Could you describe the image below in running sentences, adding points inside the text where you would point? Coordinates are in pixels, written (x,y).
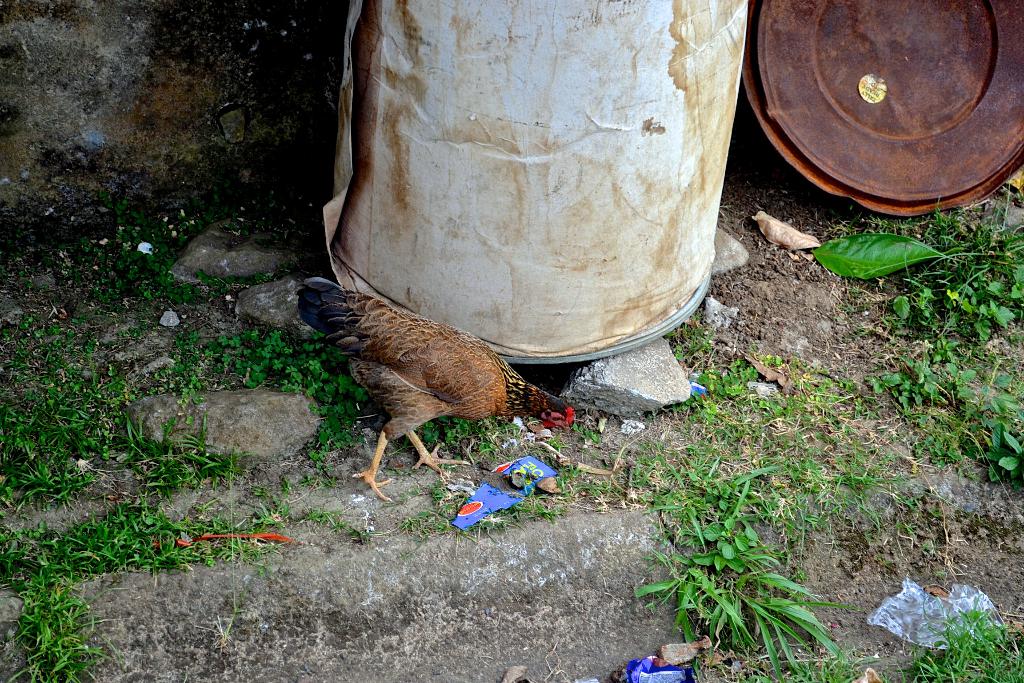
There is a hen (368,384). Near to the hen (381,392) there are barrels (628,158). On the ground (99,408) there are covers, plants (821,444) and stones (644,378).
